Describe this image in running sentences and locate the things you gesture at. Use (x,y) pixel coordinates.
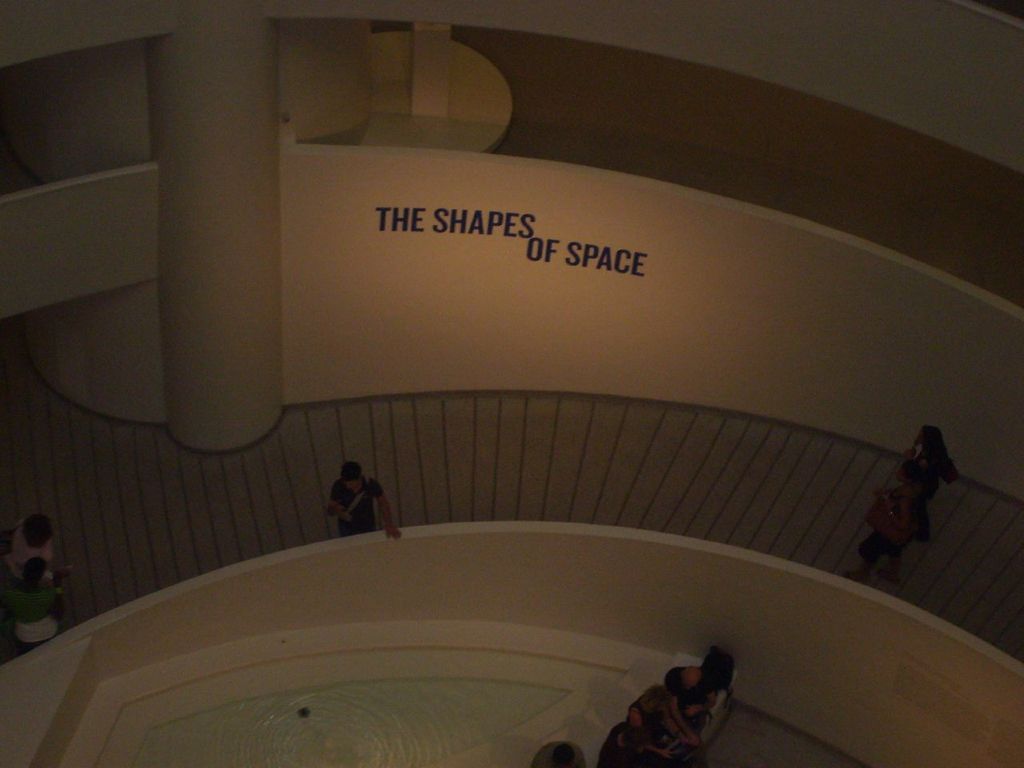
There are some people (885,493) walking upwards and downwards a path (528,473), it is very unique path (538,491) and some quotation (456,215) is written on the wall (624,211), in the right side (723,678) there are some people (714,694) sitting on a bench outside the path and there is a small fountain (404,719) in front of them.
